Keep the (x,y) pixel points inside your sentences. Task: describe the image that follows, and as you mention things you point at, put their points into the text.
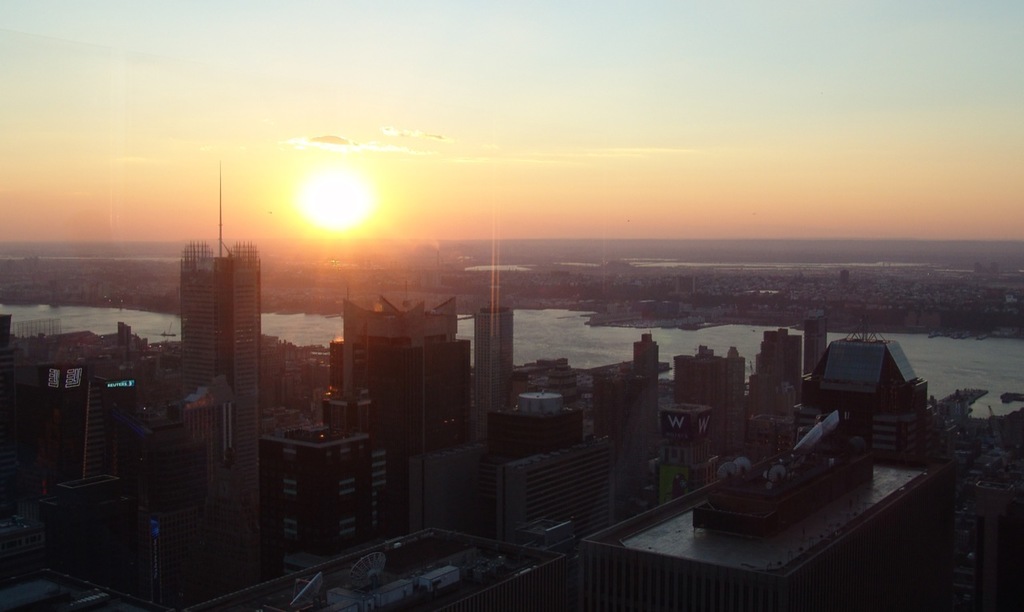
In this image we can see some buildings (479,454), a lake (520,363), the sun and the sky (448,156) which looks cloudy.
